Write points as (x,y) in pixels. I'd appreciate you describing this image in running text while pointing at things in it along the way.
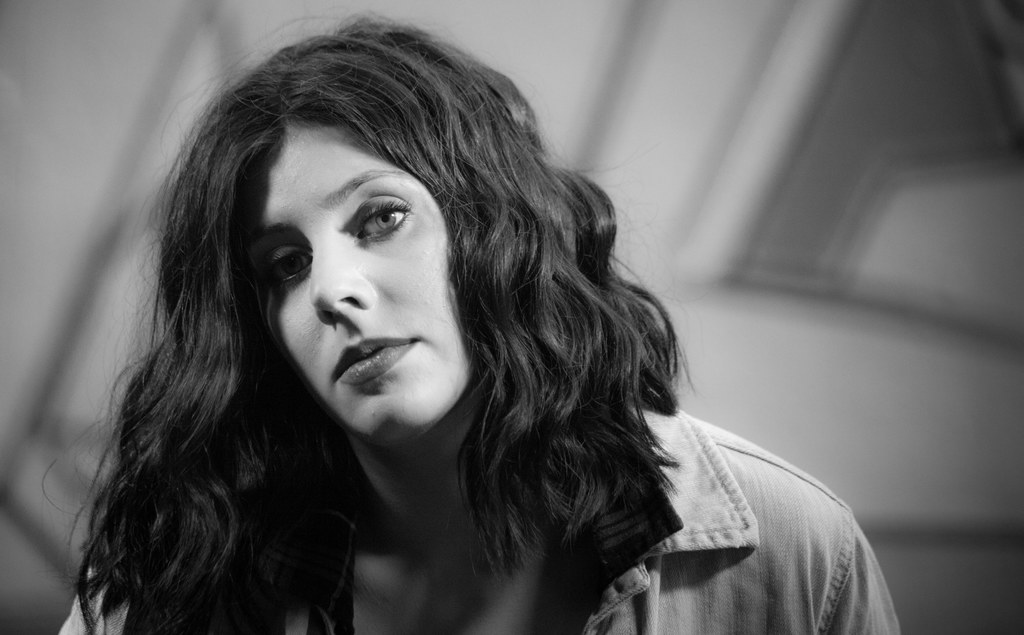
This is a black and white picture. In this there is a lady (416,446) wearing a shirt (762,546).
